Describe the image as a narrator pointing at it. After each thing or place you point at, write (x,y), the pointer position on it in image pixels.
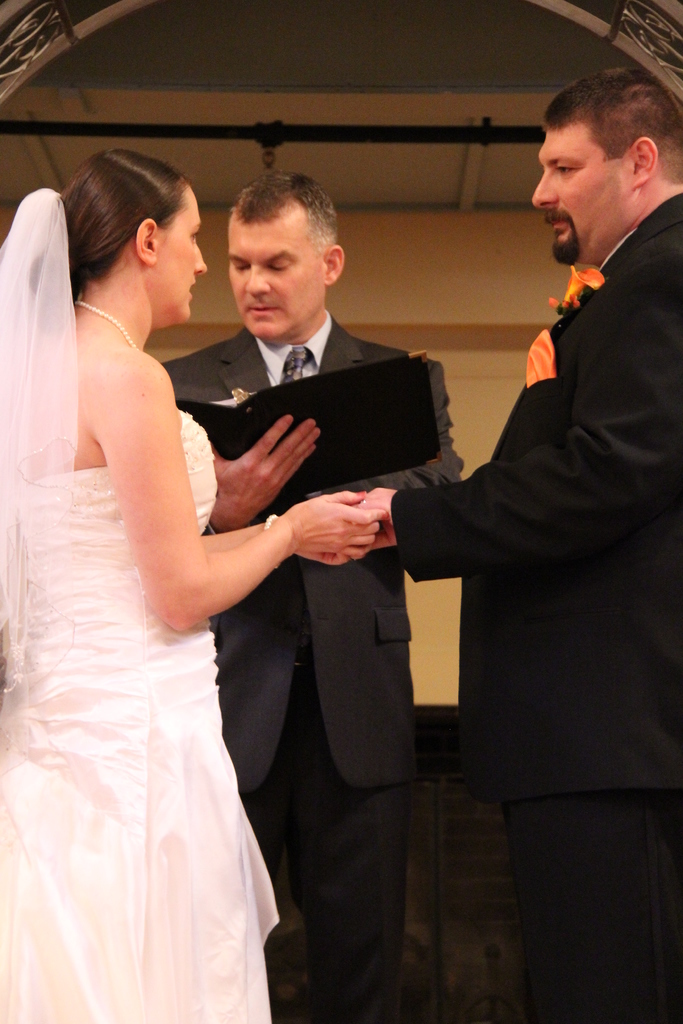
In this image we can see a man (640,221) wearing the suit (501,529) and holding the hands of a woman (157,464) who is standing. In the background (230,340) we can see a person (305,299) holding the file (330,381). We can also see the wall (468,214) and a rod (460,131).
